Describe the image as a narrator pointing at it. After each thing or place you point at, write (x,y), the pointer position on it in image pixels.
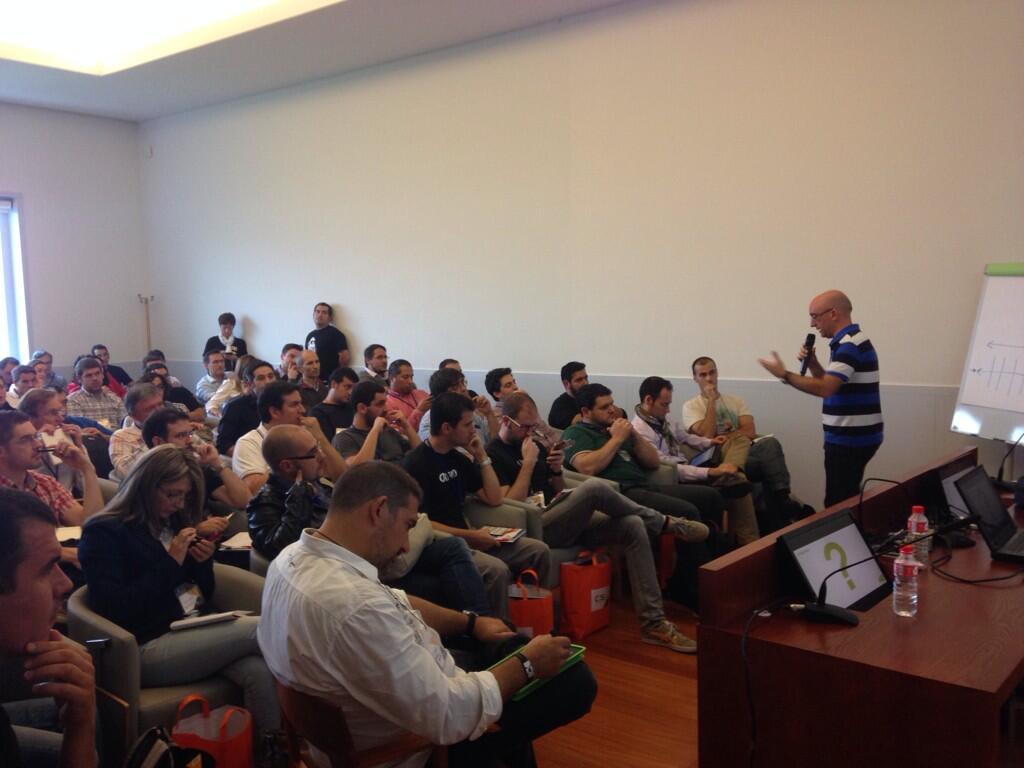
There are some people (512,378) sitting on the chairs (96,617) and there is a man (802,383) standing and holding a microphone (804,369) and speaking something, and there is a table (960,705) on the right side (970,691) which is in brown color, on that table (853,646) there are some laptops (953,502) and there are some bottles (911,551) and in the background (924,200) there is a white color wall (488,205).
